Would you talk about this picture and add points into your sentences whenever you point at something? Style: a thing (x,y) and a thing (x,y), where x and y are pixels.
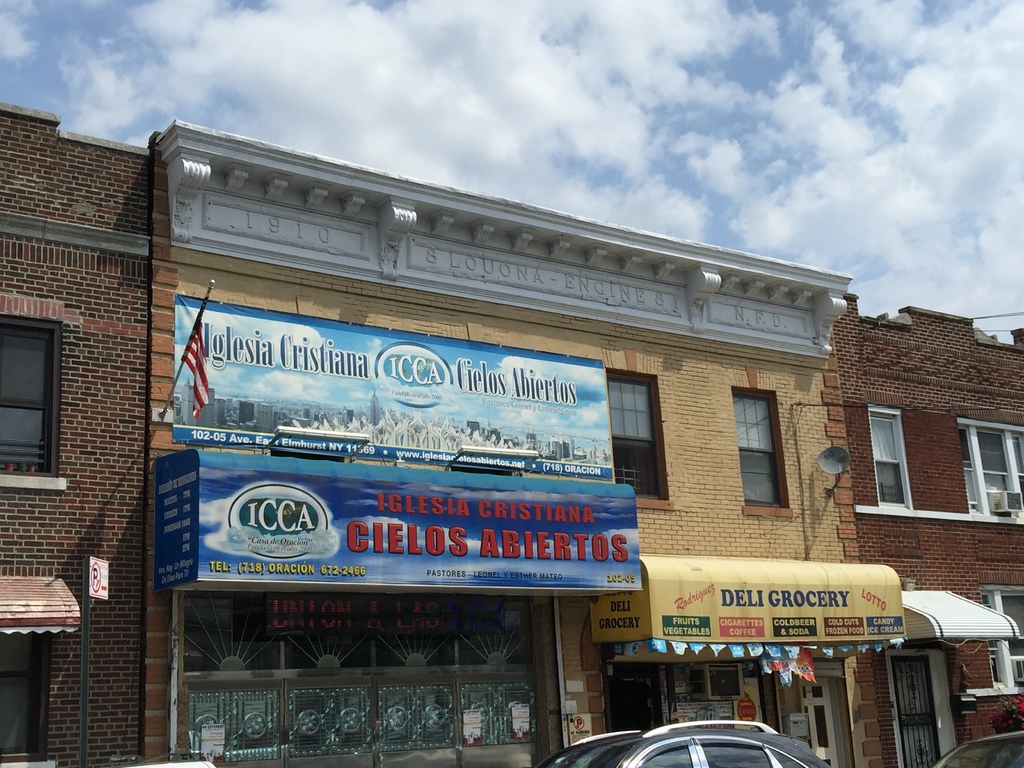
In this image, we can see a building (784,389). There is a car (745,739) at the bottom of the image (750,744). There is a flag (196,323) on the wall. There are clouds (329,73) in the sky (659,77).
